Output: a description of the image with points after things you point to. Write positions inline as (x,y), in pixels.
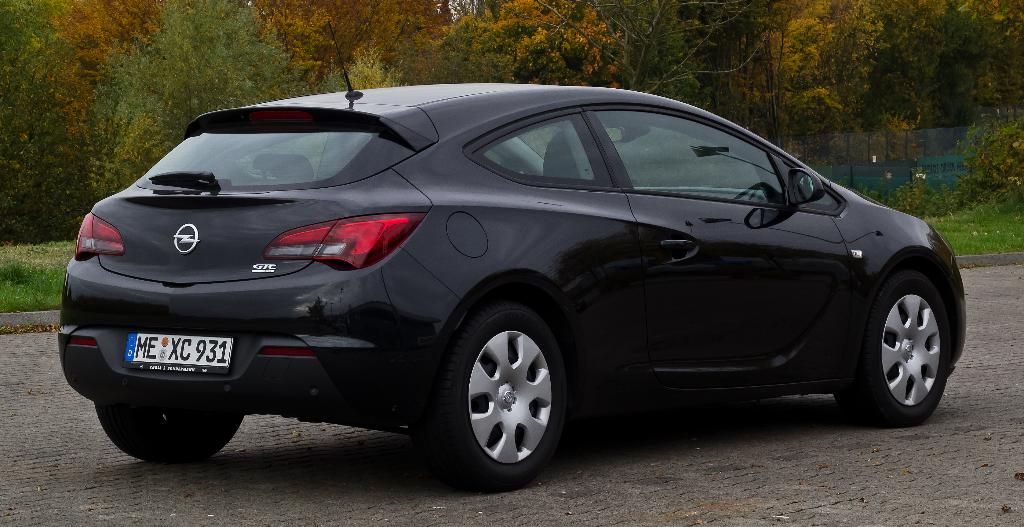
In this image we can see a car (624,271) on the ground (882,428). In the background (695,51), we can see the trees (555,38), grass (1021,231) and fence (915,147).
